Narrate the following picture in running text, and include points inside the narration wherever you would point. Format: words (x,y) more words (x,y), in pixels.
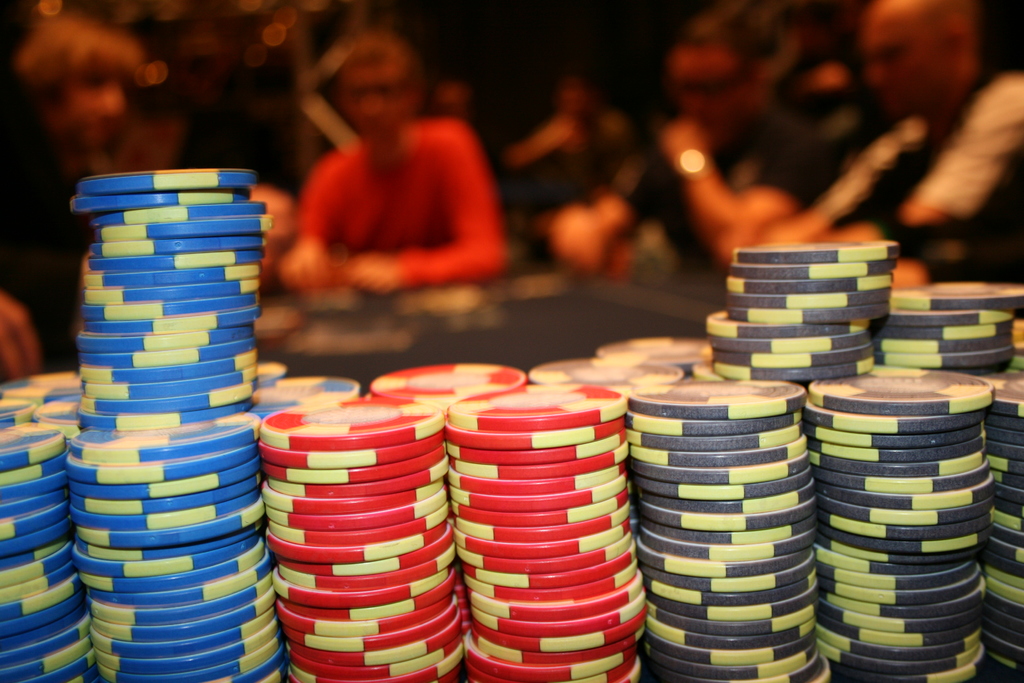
In this image there are coins (433,488) which are kept one above the other in the rows (594,422). In the background (632,164) there are few people (628,176) sitting around the table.
